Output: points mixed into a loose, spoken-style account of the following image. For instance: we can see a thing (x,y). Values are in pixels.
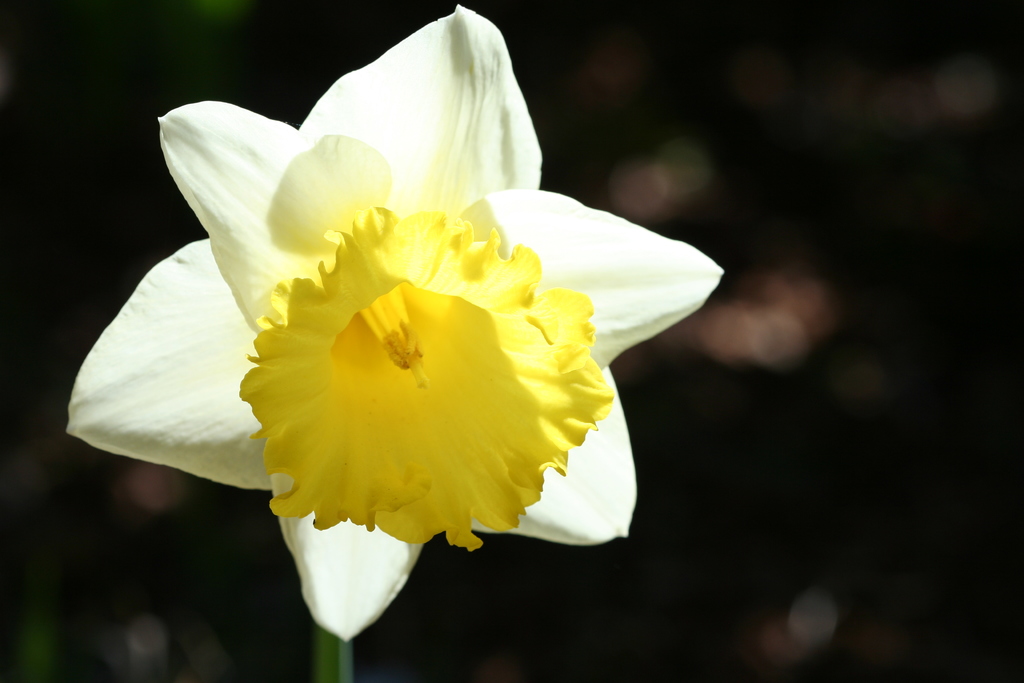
In this picture I can see there is a white and yellow flower (415,358). The backdrop (58,16) is blurred.
